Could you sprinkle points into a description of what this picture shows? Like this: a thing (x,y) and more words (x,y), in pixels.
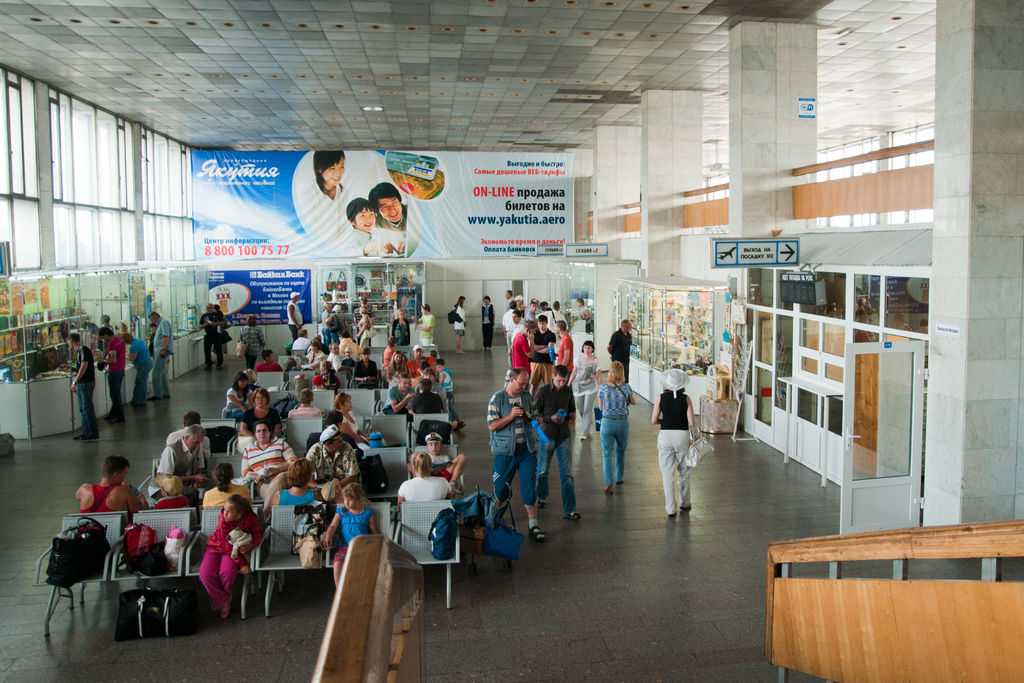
In this image we can see people (609,382), chairs (417,510), bags (444,557), banners (212,297) and sign boards (762,249). Few people (536,402) are walking and few people (294,482) are sitting on chairs (293,506). These are glass windows (74,204).
